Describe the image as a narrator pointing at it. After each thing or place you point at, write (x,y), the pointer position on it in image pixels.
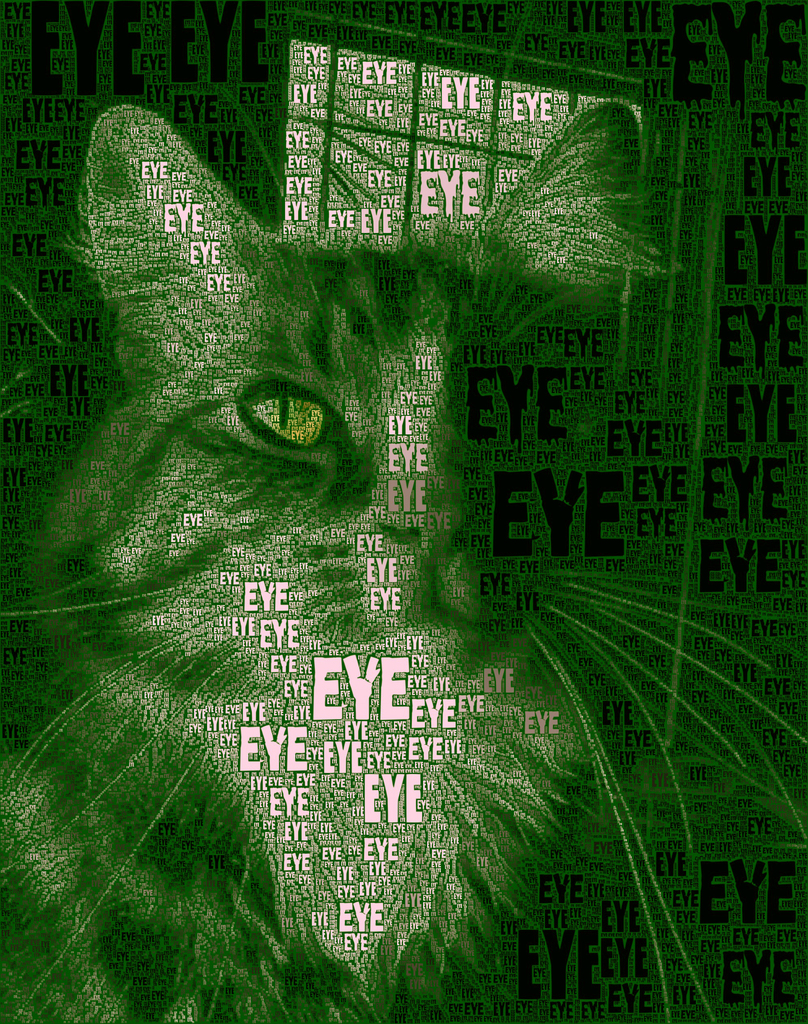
In the picture I can see some words (235,626) and image of cat (292,433).
